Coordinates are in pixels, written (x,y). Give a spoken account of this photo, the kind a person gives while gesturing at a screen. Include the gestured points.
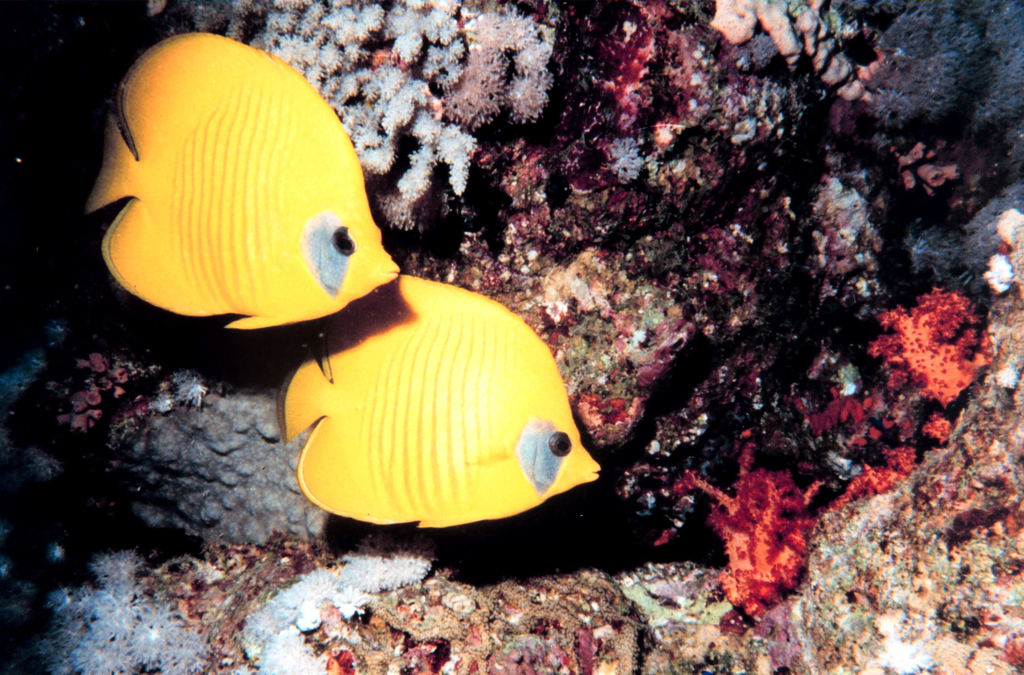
In this picture I can observe two fish (350,294) swimming in the water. They are in yellow color. In the background (603,226) I can observe stones (658,235).
